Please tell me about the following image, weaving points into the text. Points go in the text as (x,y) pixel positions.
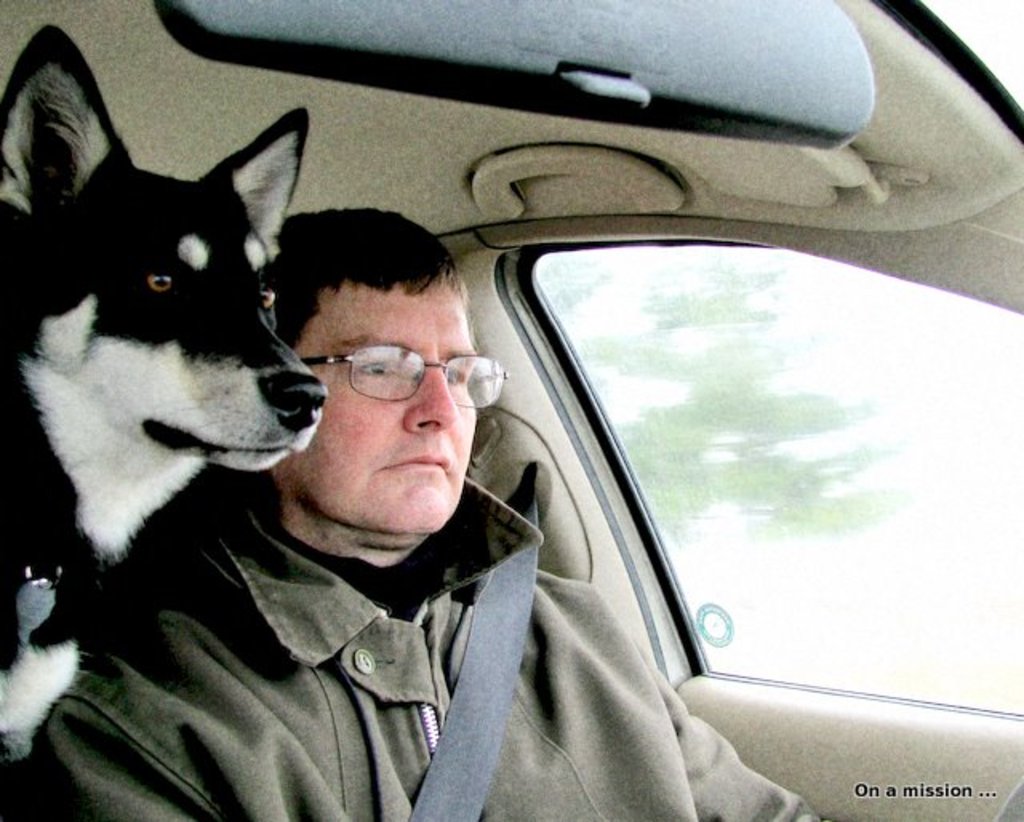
In this i can see a person (219,557) sitting on car (604,423) wearing a belt (484,707) and back side there is a dog (99,406) and wearing a spectacles (395,366) and through the window (696,374) i can see a tree (696,459) and on right side (888,796) there is some text (901,798) written on that.
